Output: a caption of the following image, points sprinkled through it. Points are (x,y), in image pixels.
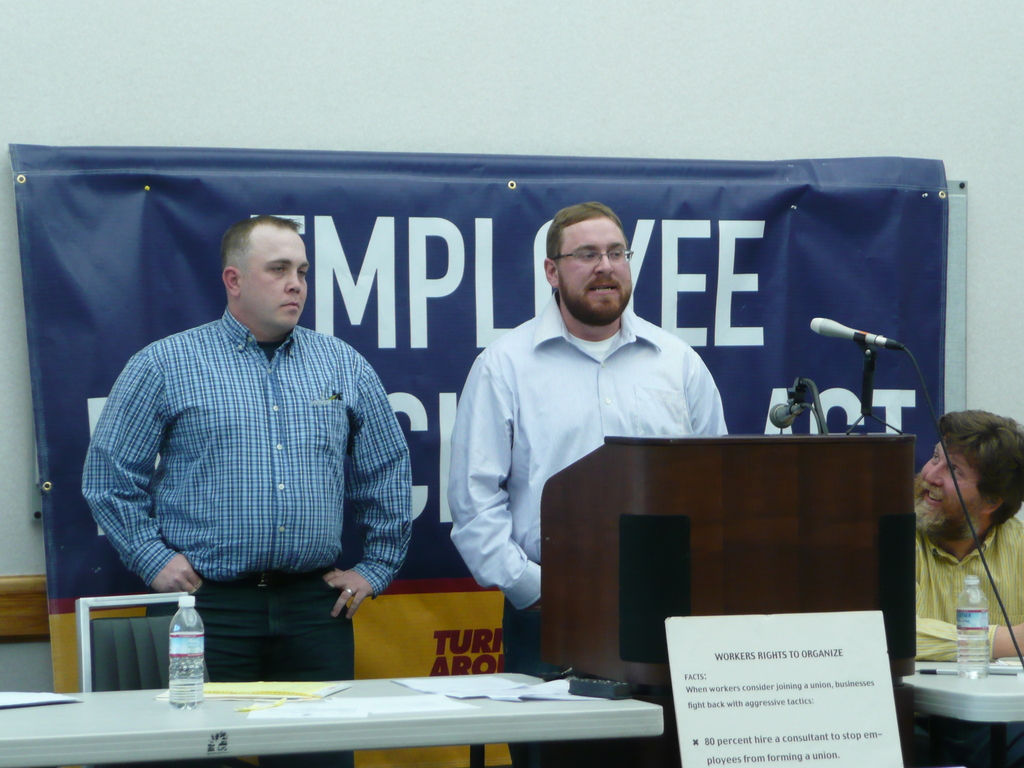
Persons (567,374) are standing on the table (513,723) we have bottle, paper (299,692) another person (968,552) sitting, here there is microphone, in the back there is poster (724,255).
